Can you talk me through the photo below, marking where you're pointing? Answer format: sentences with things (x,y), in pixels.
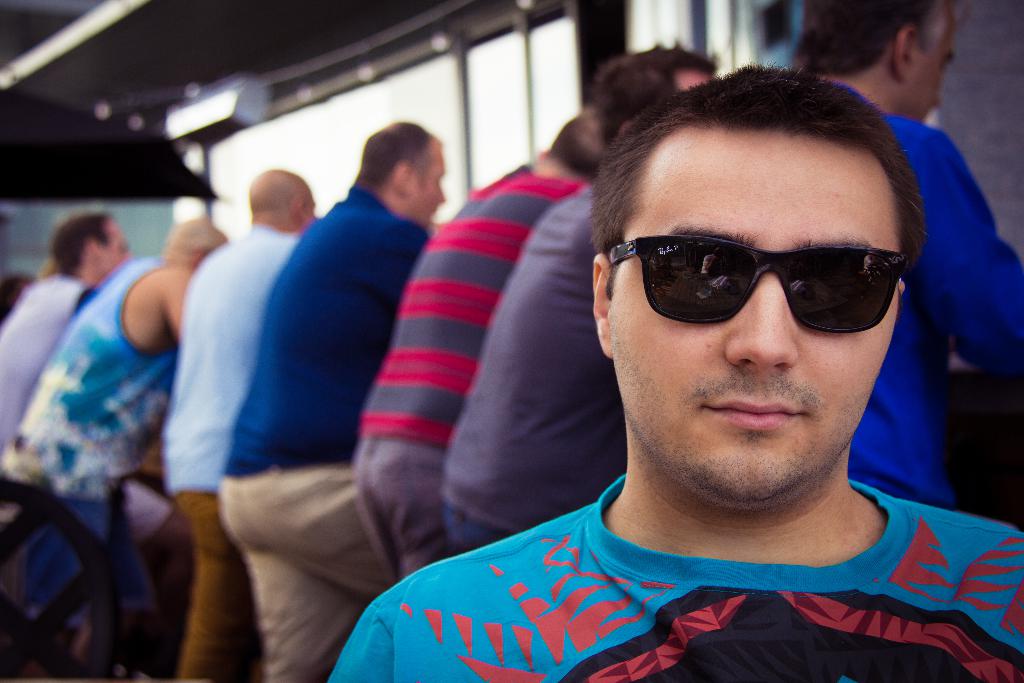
This picture seems to be clicked inside. On the right corner (742,526) there is a person (597,603) wearing blue color t-shirt (880,582) and goggles (847,257). In the center (554,356) we can see the group of people (429,347) standing on the ground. In the background (557,74) we can see the windows (393,81) and roof (215,37) and some other objects (168,159).
